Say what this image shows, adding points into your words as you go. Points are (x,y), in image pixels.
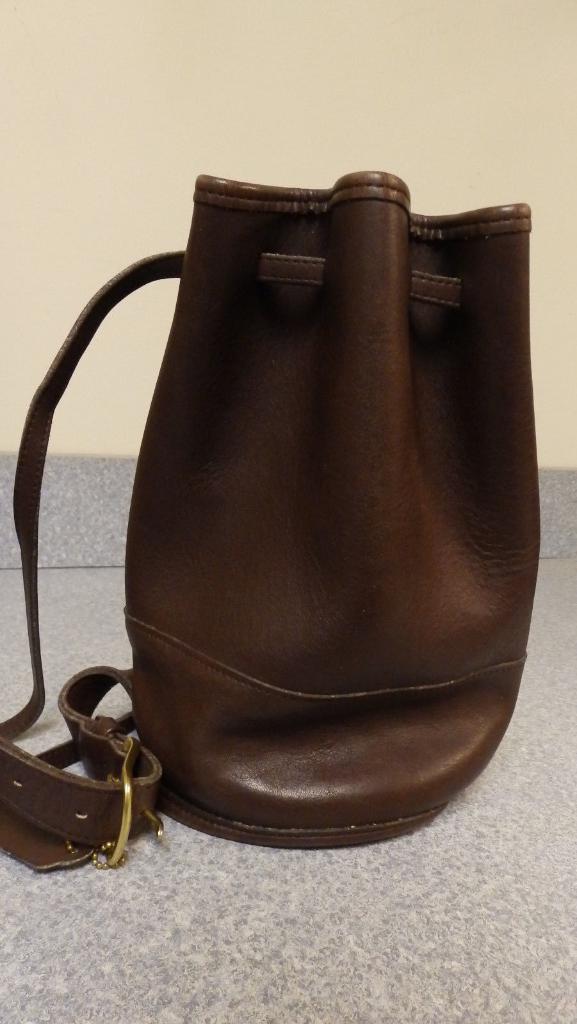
In this image there is a bag (353,530) with a belt (41,712) attached to it which is kept on the countertop (302,931). In the background (186,88) there is a wall (190,123).
